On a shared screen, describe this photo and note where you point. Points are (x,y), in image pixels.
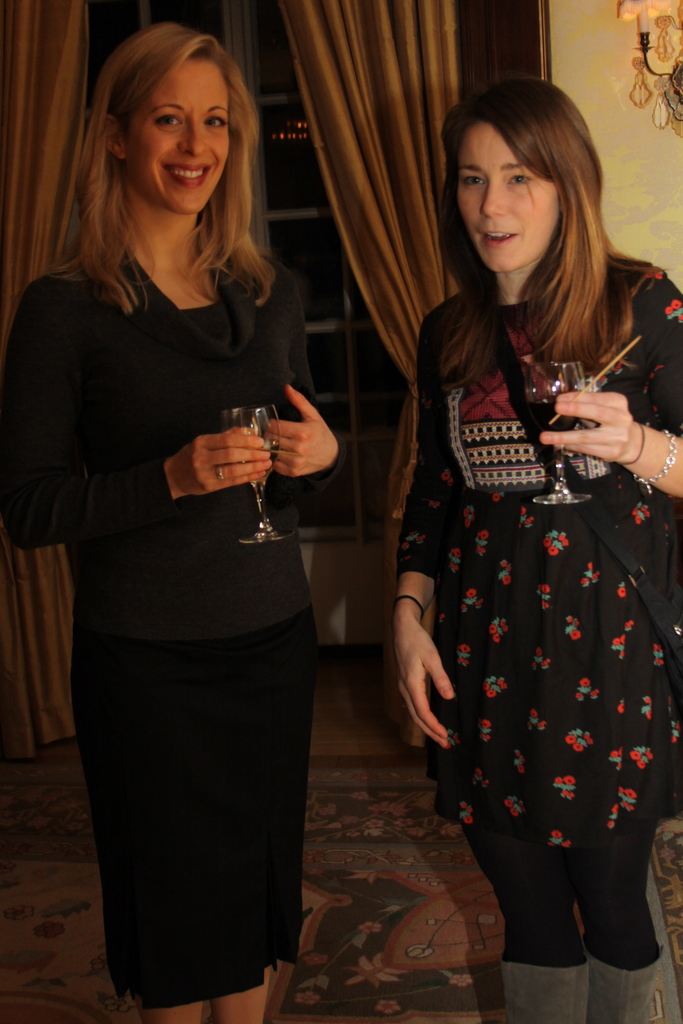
2 women (480,386) are standing and holding a glass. Window (265,43) with curtains (365,146). This woman (519,516) and this woman (143,514) wore black dress (212,814).
